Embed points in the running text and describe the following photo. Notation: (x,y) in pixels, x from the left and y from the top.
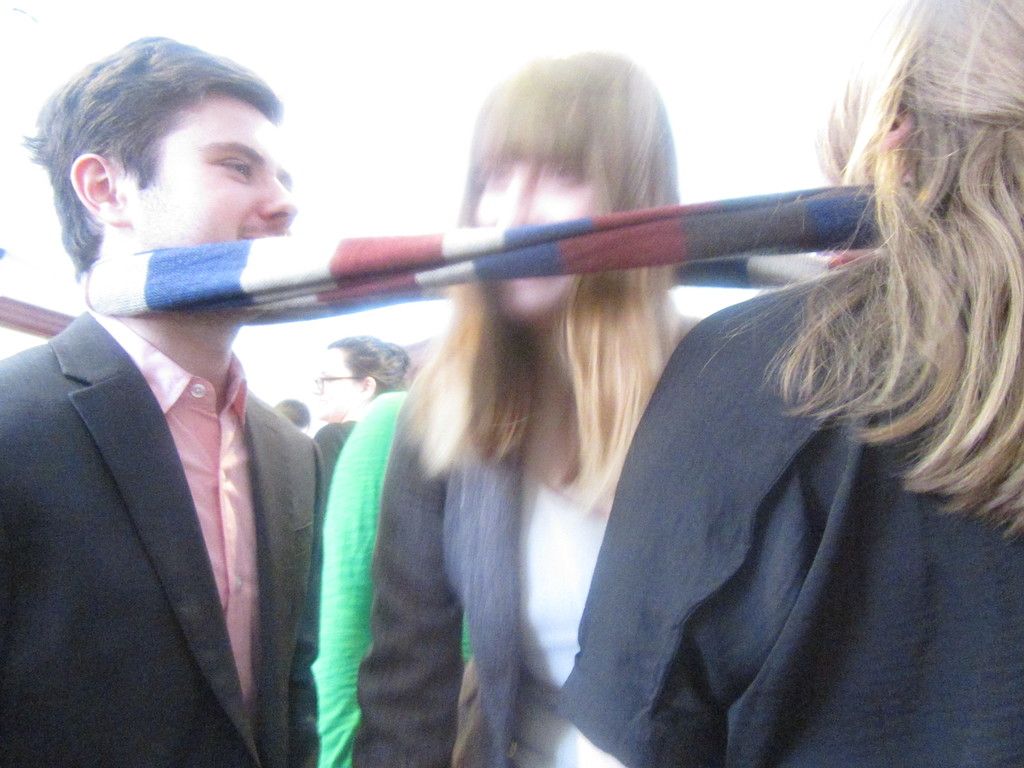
This image consists of three persons (507,562). On the left (127,685), the man (117,607) is wearing a black suit (122,618). On the right (691,702), the woman (669,495) is wearing a black dress (632,590). In the middle (518,489), there is another woman (386,613). And these three persons (195,343) are tied with a scarf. At the top (512,16), there is sky (492,21).
